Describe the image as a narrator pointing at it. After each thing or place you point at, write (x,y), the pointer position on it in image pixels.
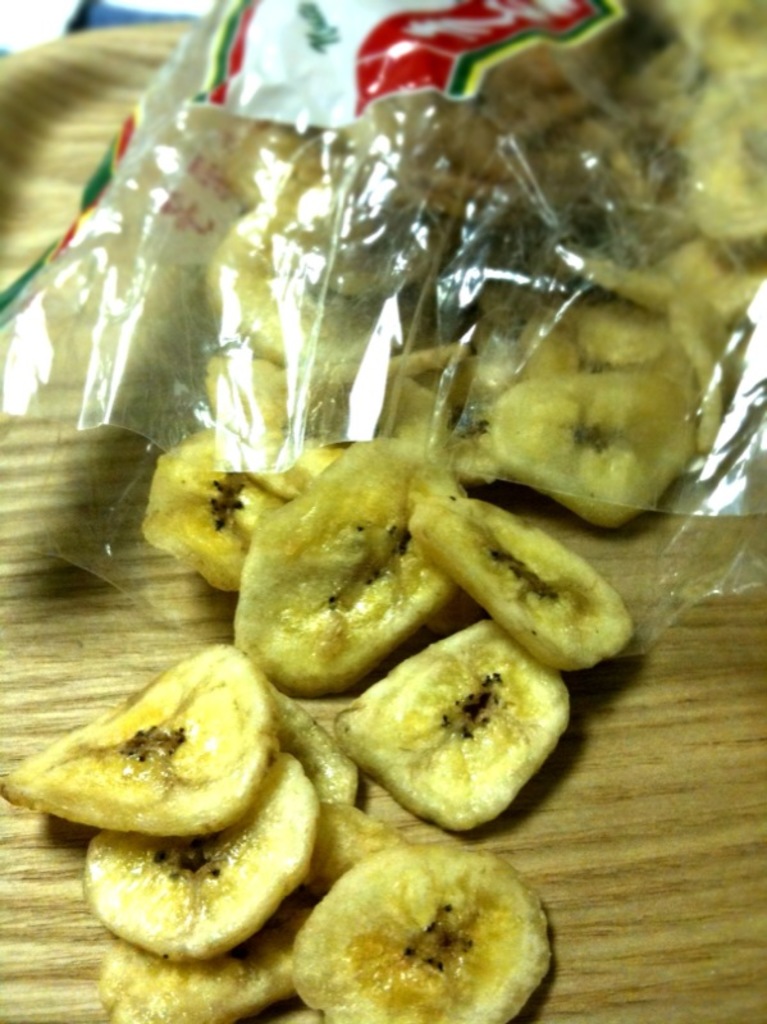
In this image we can see banana pieces (261,593) and cover (443,417) placed on the table (66,916).
